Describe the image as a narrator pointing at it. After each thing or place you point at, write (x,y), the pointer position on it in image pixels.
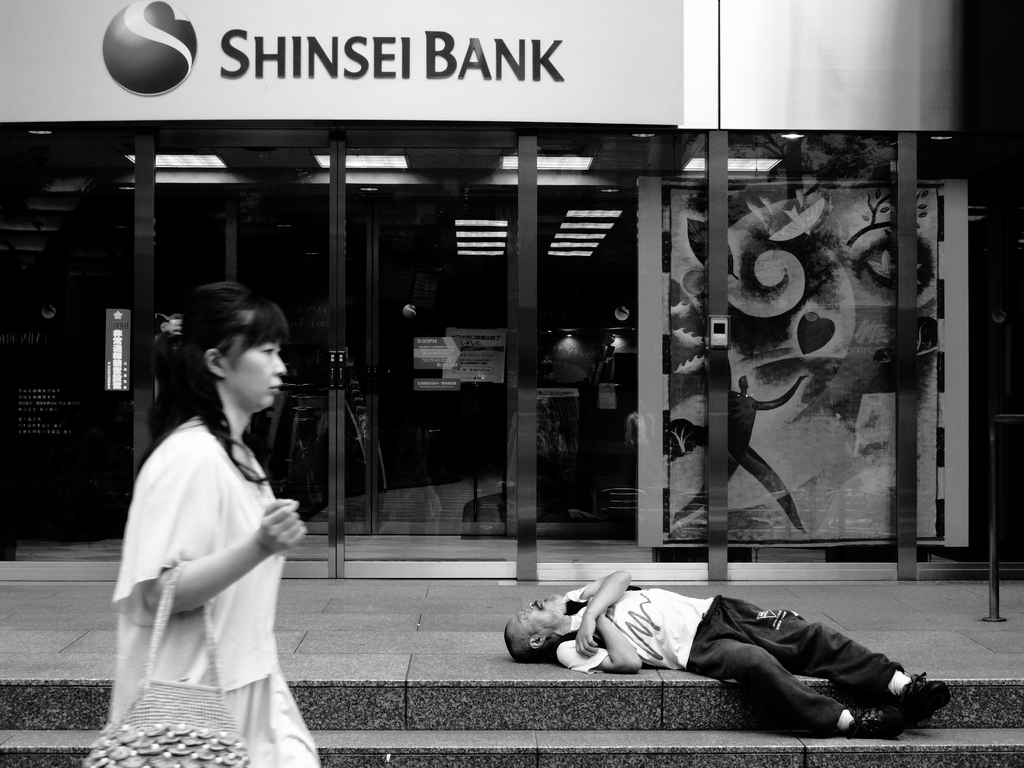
It is a black and white image, there is a bank (712,341) and a person (662,637) is lying on the floor (939,634) in front of the bank (515,577) and there is a woman (143,522) passing from beside the path (387,675).
